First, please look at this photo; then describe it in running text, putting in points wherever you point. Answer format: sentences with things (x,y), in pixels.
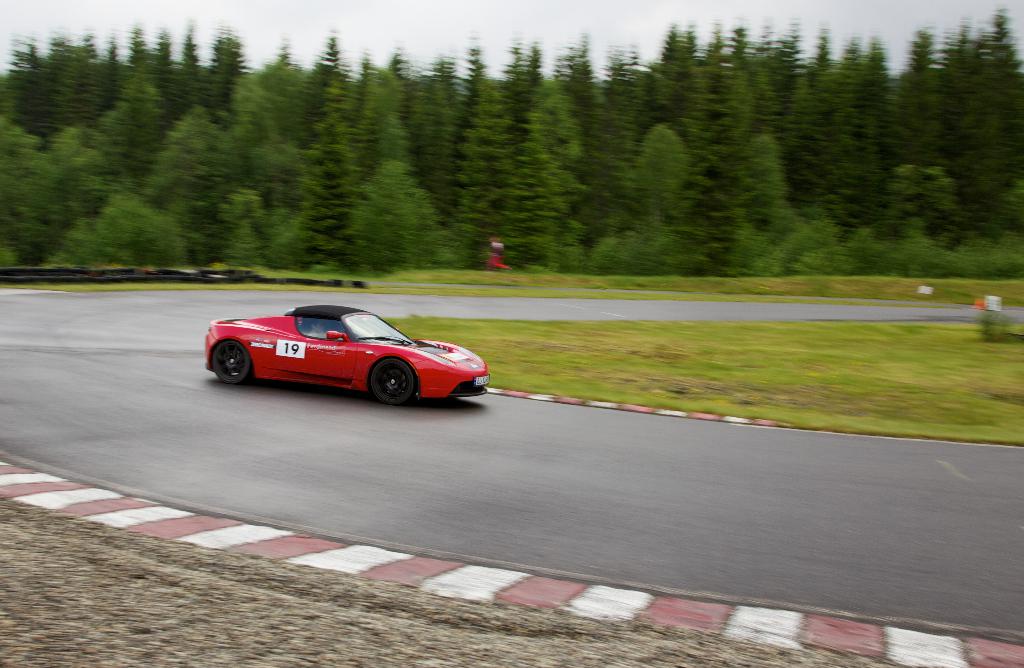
In this image we can see a car (476,378) on the road (606,442). We can also see some grass (849,398), a group of trees (774,241) and the sky (598,35) which looks cloudy.
